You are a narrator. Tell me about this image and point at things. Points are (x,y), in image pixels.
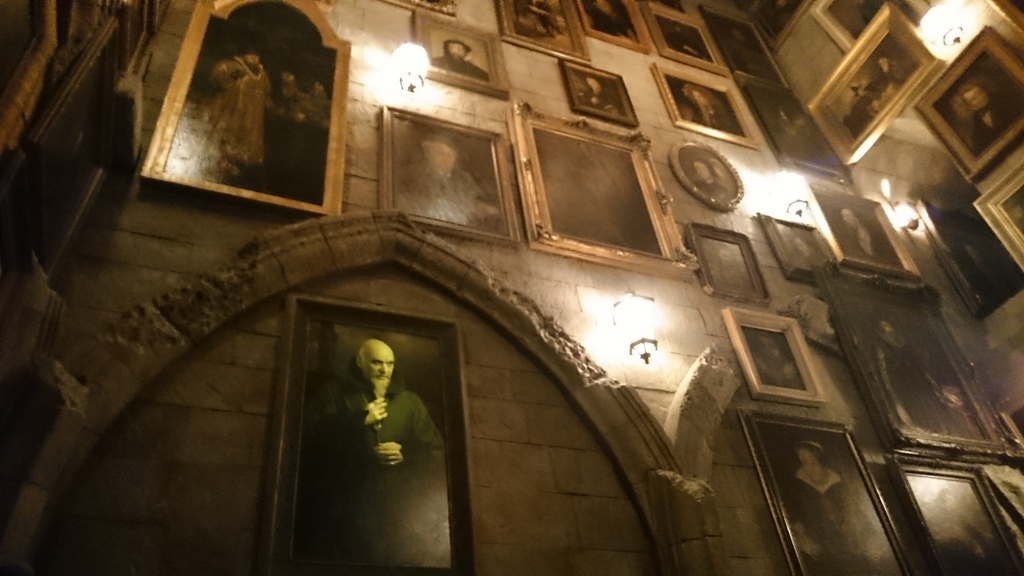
In this image we can see many photo frames (572,244) attached to the wall (518,301). We can also see the lights (646,304).
